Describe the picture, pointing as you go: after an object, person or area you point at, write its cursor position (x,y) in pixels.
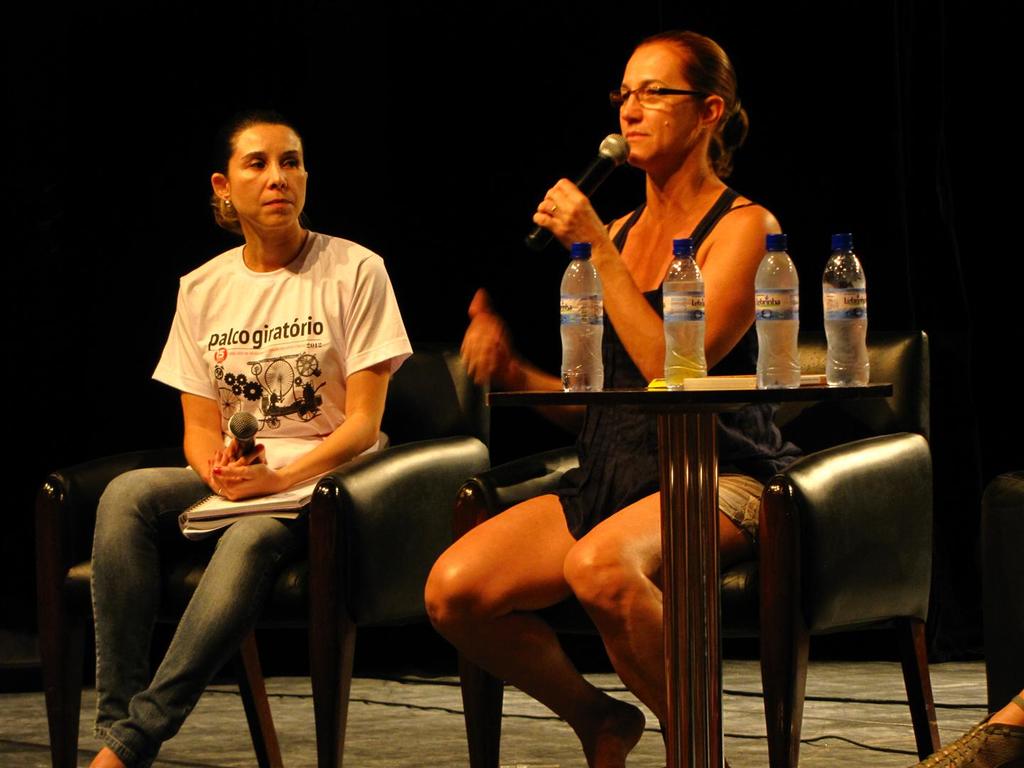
In this image I can see two women (748,217) are sitting on the chairs (428,401) and on the right side (863,346) I can see four bottles (584,329) on the table (695,404).
